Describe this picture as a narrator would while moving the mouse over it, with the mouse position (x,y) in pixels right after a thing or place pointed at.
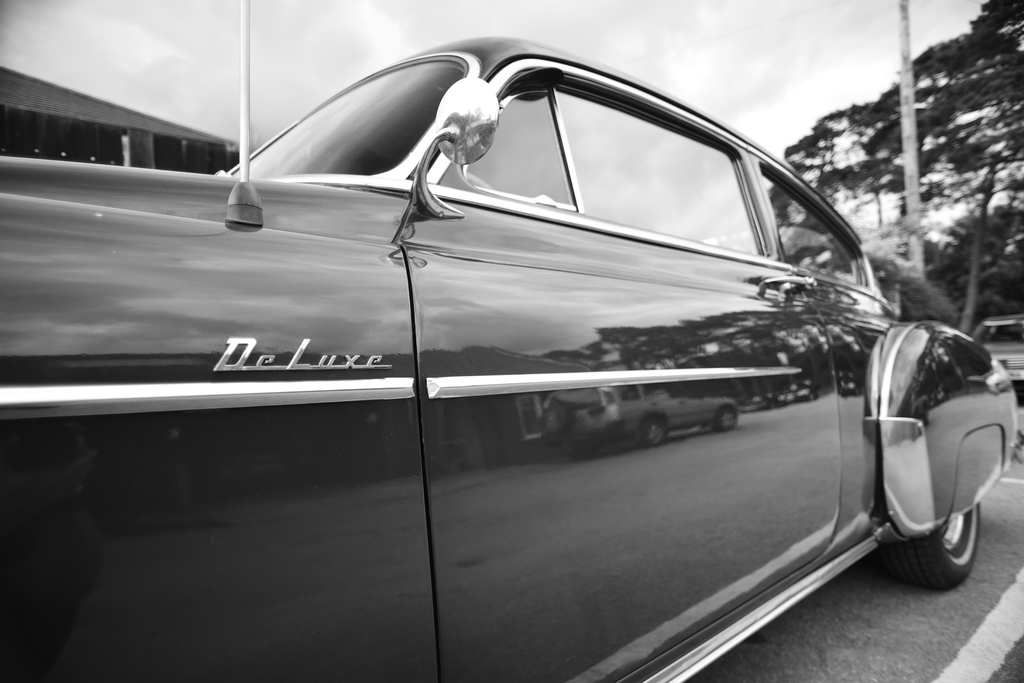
This is a black and white image. Here I can see a car (647,484) on the road (849,653). On the right side (971,247) there is another vehicle (1008,334) and some trees (1006,158) and also I can see a pole (909,133). On the left side (65,119) there is a building (113,142). At the top of the image (590,36) I can see the sky (664,38).
